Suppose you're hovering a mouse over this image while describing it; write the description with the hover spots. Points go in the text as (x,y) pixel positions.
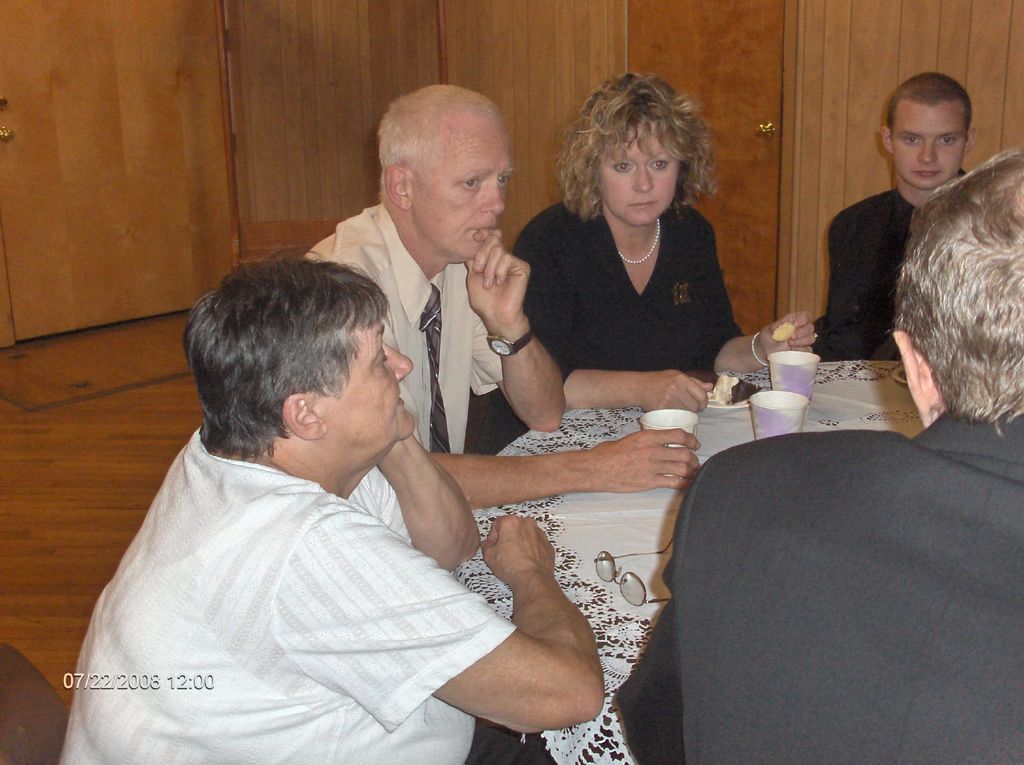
This image is taken indoors. In the background (206,173) there are a few wooden cupboards (746,91). On the left side of the image (48,505) there is a floor (114,501). In the middle of the image (377,264) two men (397,337) and a woman (617,299) are sitting on the chairs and there is a table (595,577) with a tablecloth (596,532) and a few things (602,561) on it. On the right side of the image (923,471) two men (895,562) are sitting on the chairs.
